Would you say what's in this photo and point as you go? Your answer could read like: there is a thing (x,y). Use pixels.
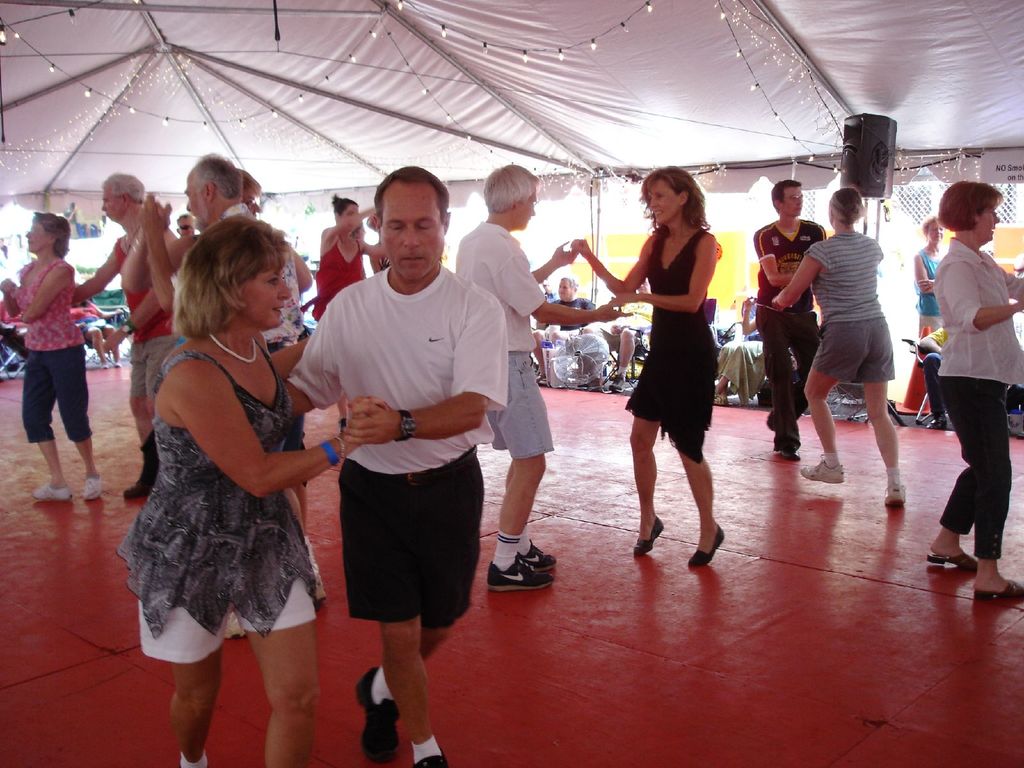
In this image I can see number of persons (328,405) are standing on the ground (130,448) and holding hands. I can see the red colored floor (697,656), few persons (620,385) sitting, a speaker (889,131) which is black in color, a white colored tent (917,131) and few lights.
